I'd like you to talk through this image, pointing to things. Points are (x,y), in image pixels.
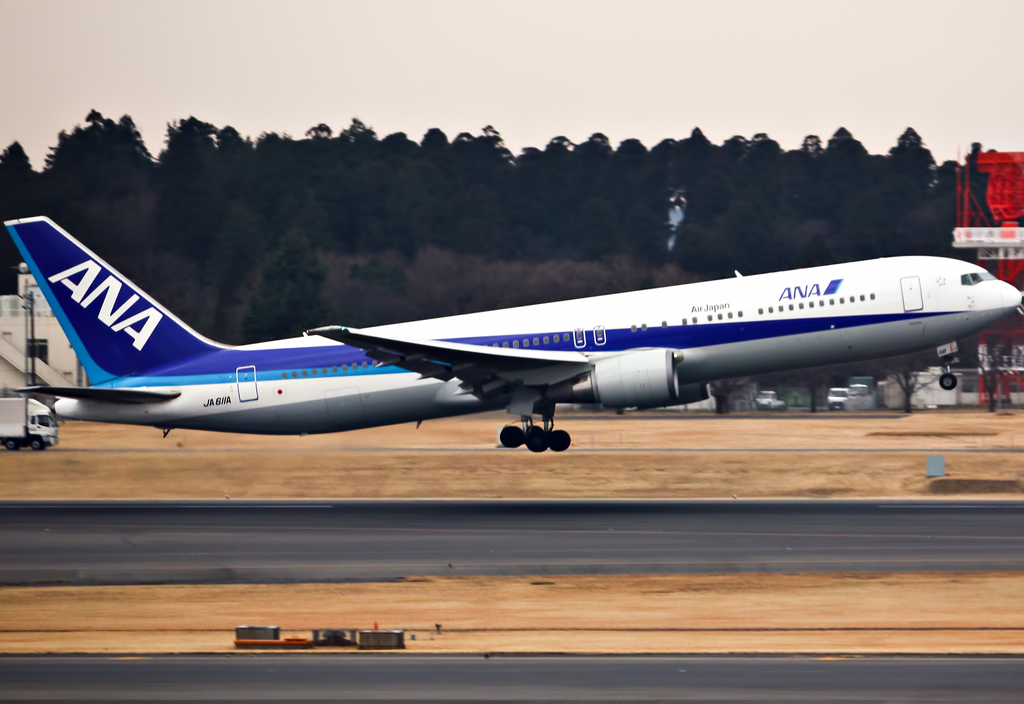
In this image in the center (459,319) there is an airplane (517,391) and in the background (45,408) there are some vehicles (52,419), buildings (49,381), trees (828,199). At the bottom (294,627) there is sand (770,610) and road (973,571), at the top of the image (437,71) there is sky (741,71).
